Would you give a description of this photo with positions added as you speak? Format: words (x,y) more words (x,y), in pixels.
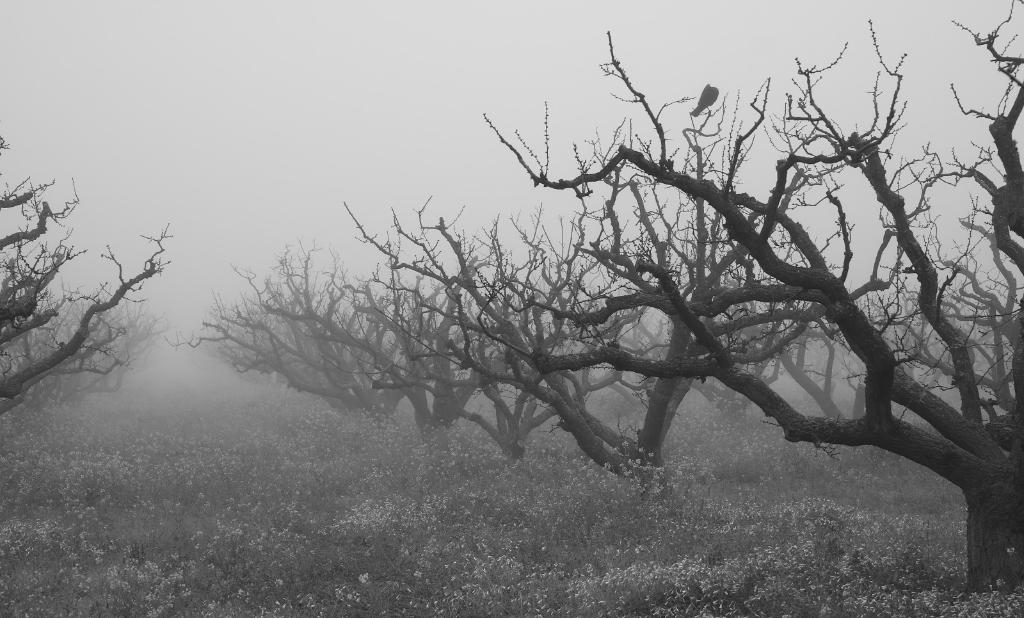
This is a black and white image. In the center of the image (489,259) trees (318,317) are there. At the bottom of the image (375,565) we can see some plants (457,508), flowers (535,464). On the right side of the image (711,87) a bird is there. At the top of the image (431,83) there is a sky (459,109).
